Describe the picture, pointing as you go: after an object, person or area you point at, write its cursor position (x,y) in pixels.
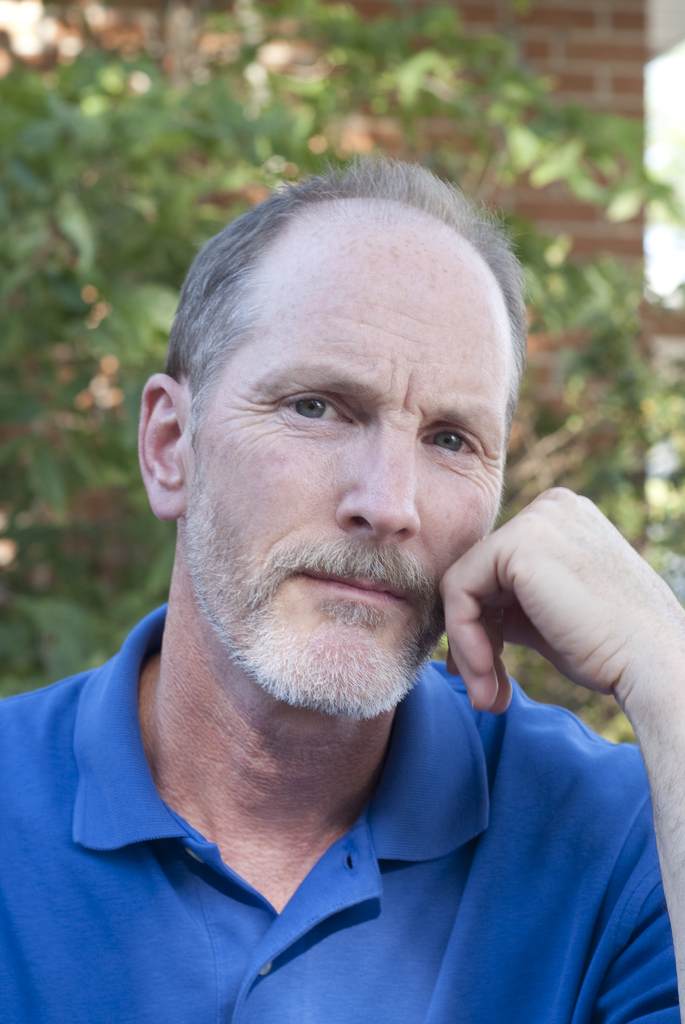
In this image I can see a person (286,518). In the background (197,219), I can see the trees (299,161) and the wall (561,57).
